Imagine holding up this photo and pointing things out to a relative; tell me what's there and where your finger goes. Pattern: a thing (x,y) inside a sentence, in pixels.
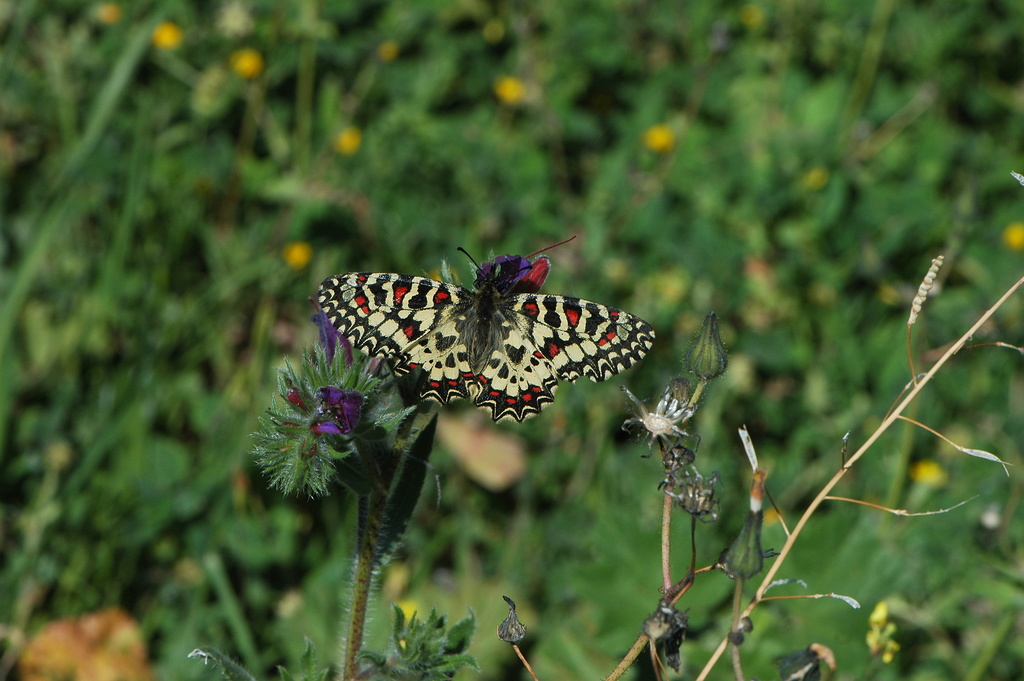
In this image i can see butterfly (504,338) on the plants (675,433), and the background (521,532) is blurred.
